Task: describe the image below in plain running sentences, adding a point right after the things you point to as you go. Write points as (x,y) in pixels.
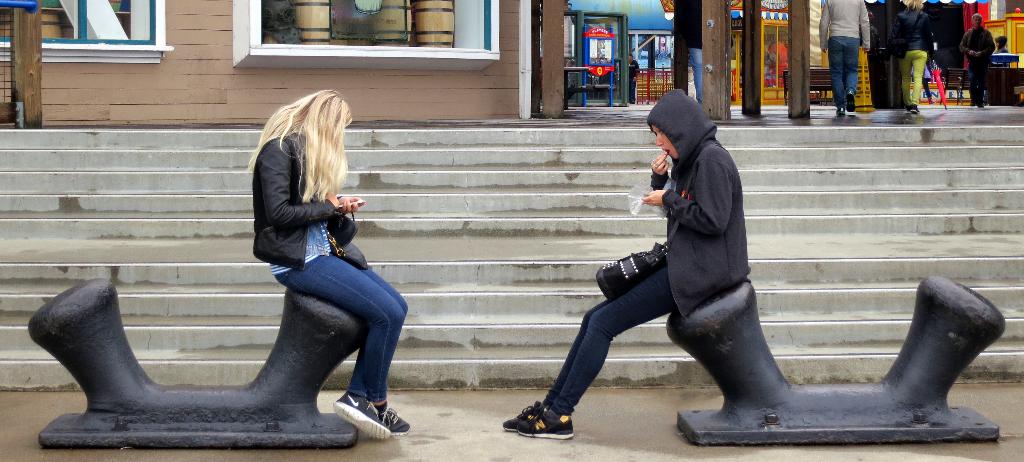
In this image, we can see people (331,214) sitting on the bollards (317,317) and are holding some objects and we can see bags (628,263). In the background (446,175), there are stairs (492,257), doors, stands (593,69) and we can see some other people (919,47) and one of them is holding an umbrella (936,74) and there are benches (811,76) and some other objects (283,25). At the bottom (461,432), there is a road (419,425).
